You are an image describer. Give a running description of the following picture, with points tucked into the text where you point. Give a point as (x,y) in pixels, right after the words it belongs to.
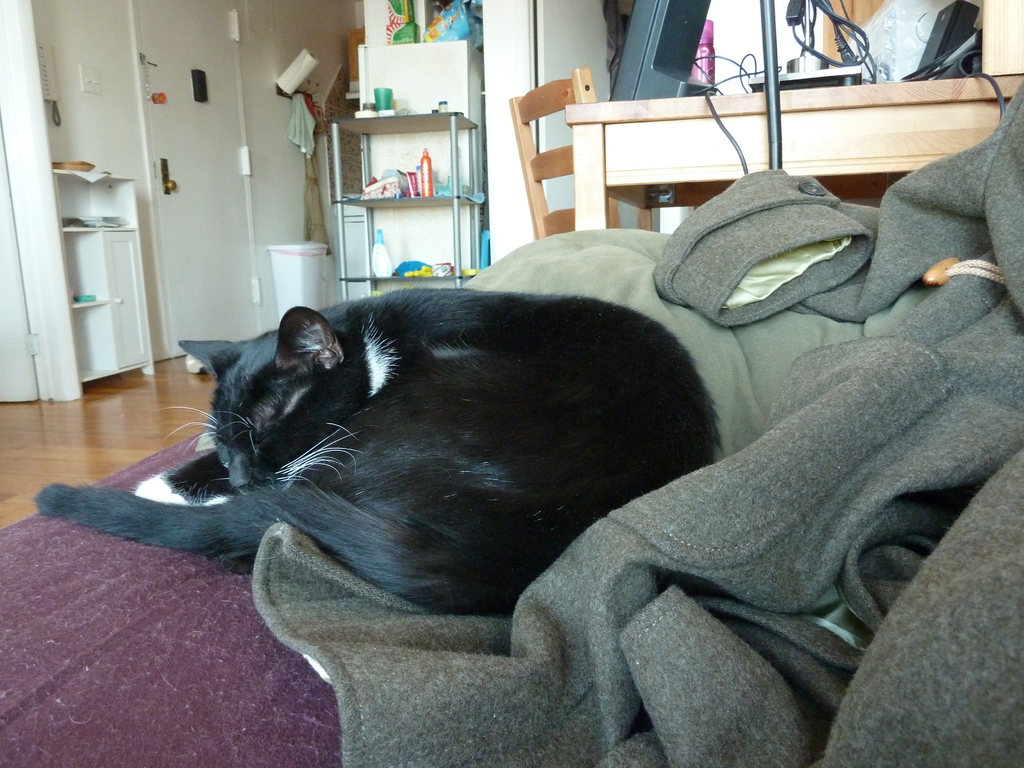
This is a picture taken in the house (392,234). In the foreground of the picture (723,638) there is a cat (504,354) sleeping on some clothes (668,665). To the top right (884,125) there is a desk (691,124) and a chair (554,91), on the desk (798,138) there are cables (742,65) and speakers (668,50). To the top of the background (416,226) there closet (421,125) and wall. In the closet (398,123) there are some bottles (428,167). On the left (172,49) there is a door (190,169), a dustbin (274,245) and tissue paper (305,72).
